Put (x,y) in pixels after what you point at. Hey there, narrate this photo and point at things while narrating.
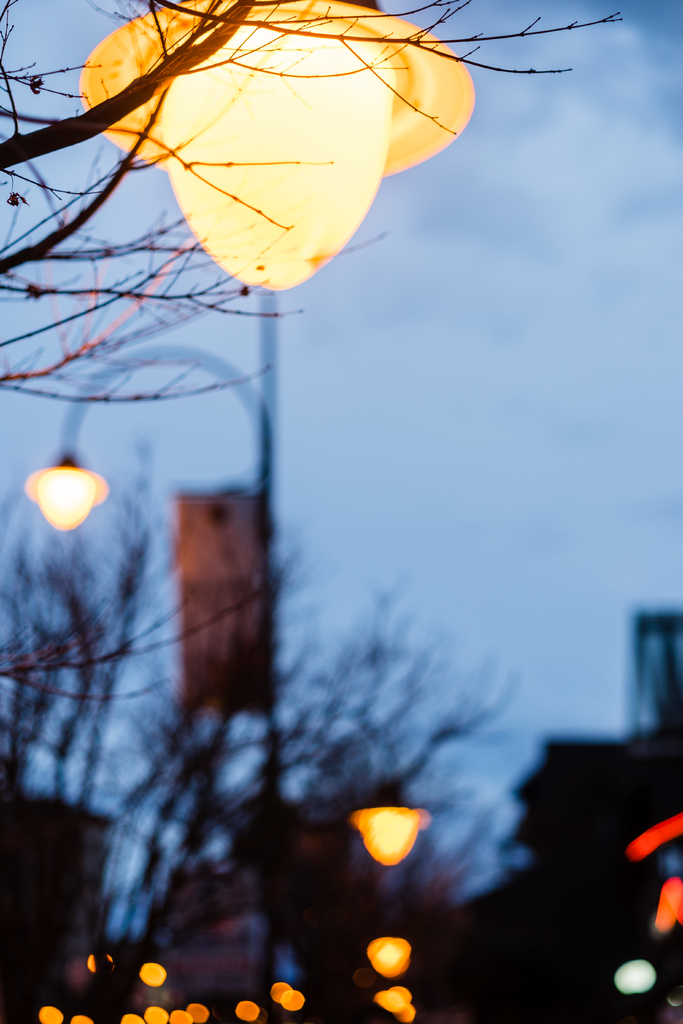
In this picture we can see lights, trees (294,699) and in the background (476,799) we can see the sky (481,187) with clouds (448,228).
